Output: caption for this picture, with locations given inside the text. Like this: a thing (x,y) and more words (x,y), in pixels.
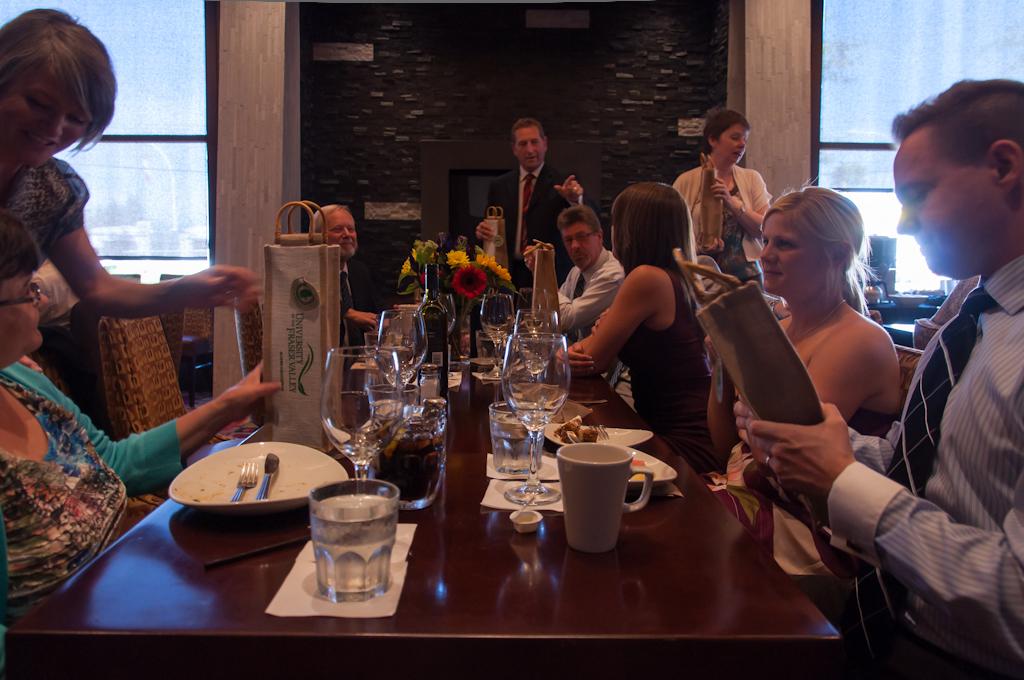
There are group of people (939,232) sitting and standing.
